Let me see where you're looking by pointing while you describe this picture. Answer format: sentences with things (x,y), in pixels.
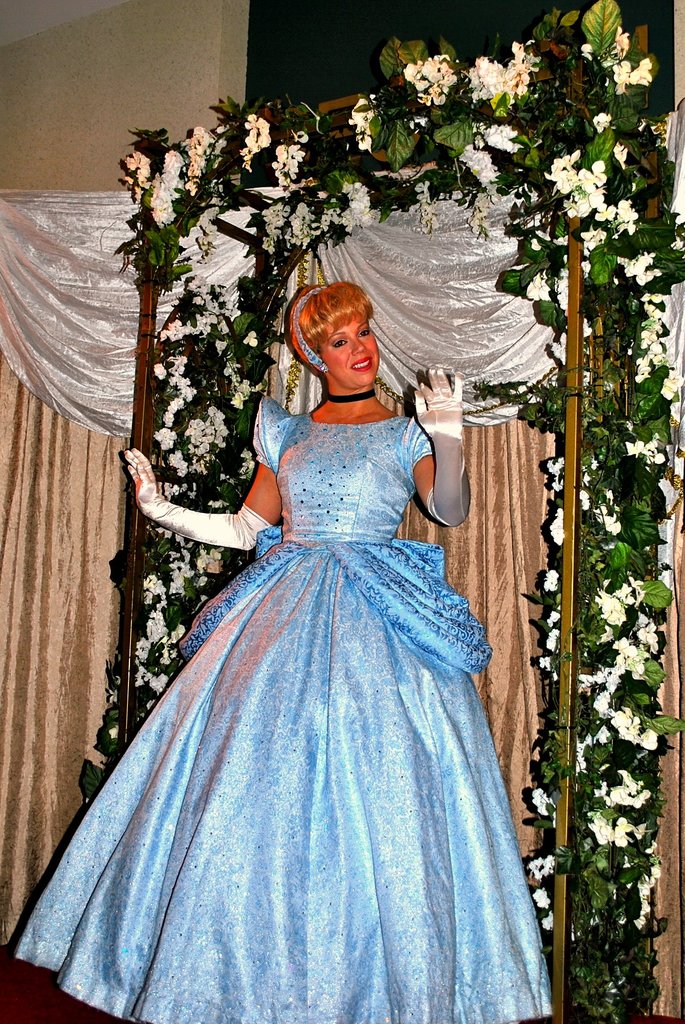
In this image there is a girl (310,659) standing. She is wearing a frock (352,796). There are gloves (449,447) to her hand (454,433). Behind her there is a metal rod (574,445). There are leaves (383,119) and flowers (210,231) to the rod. Behind her there are curtains (117,278) to the wall (70,94).
